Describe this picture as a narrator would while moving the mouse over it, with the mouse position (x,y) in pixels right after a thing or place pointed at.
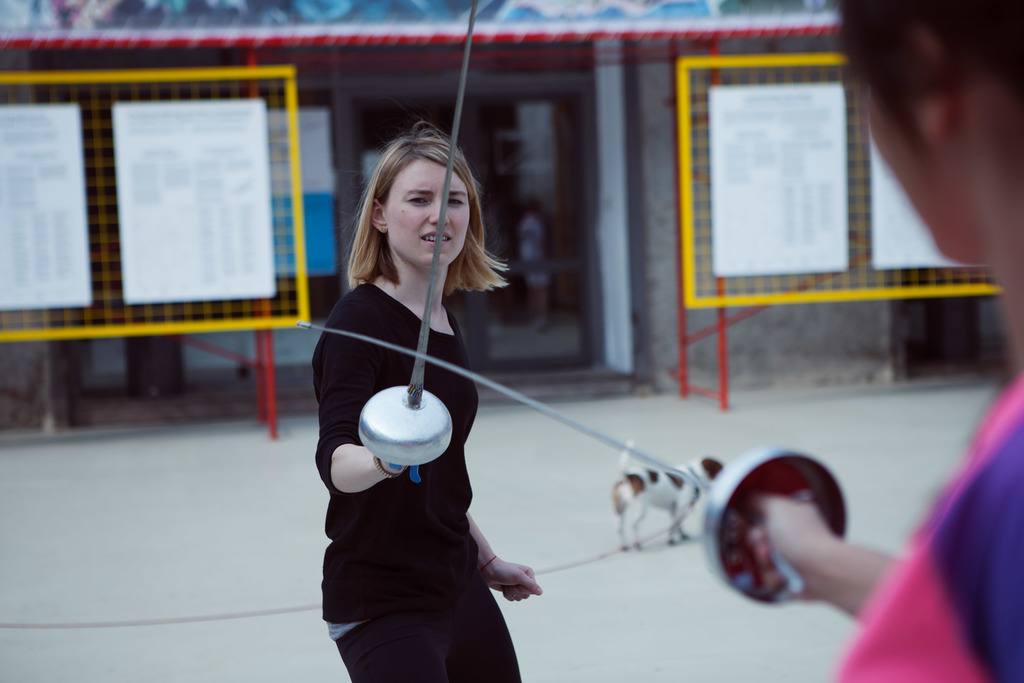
In this image we can see two persons (442,397) standing on the floor (719,434) and holding swords (404,439) in one of their hands (792,554). In addition to these in the image we can see a grill board (704,303), walls (583,73), pillars (605,41) and a dog (672,484).
